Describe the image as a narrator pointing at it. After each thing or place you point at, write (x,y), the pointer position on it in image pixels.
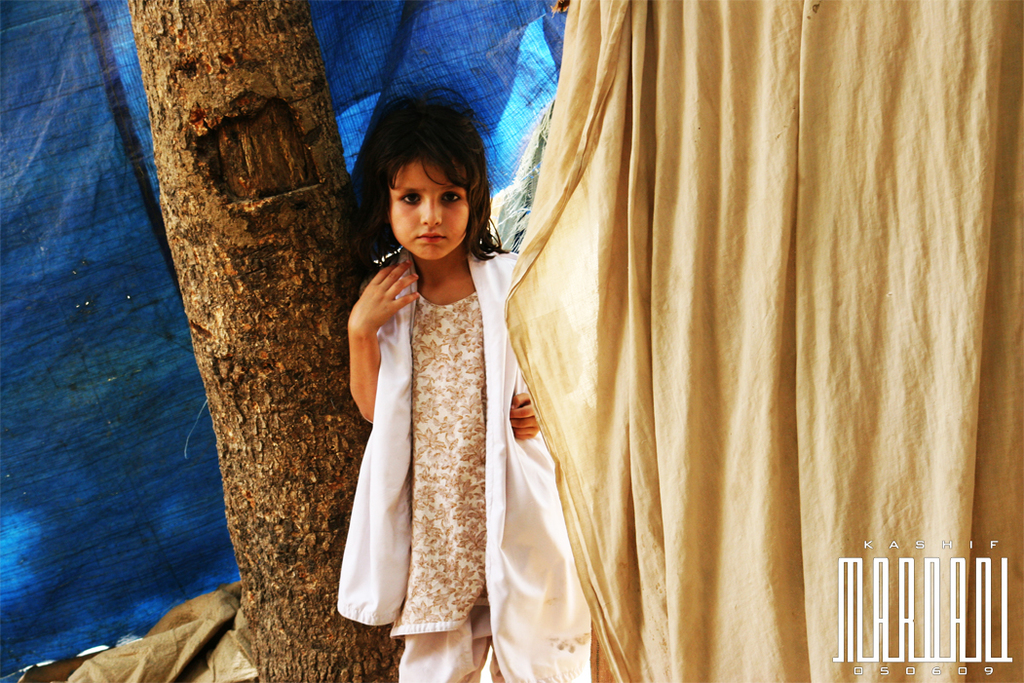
In this image we can see a girl (408,413) and we can also see the bark (261,289) of a tree (261,289). In the background (129,349) there is blue color cover (116,323) and on the right (862,221) there is cloth (847,535). We can also see the text (1004,653) at the bottom (924,613).
